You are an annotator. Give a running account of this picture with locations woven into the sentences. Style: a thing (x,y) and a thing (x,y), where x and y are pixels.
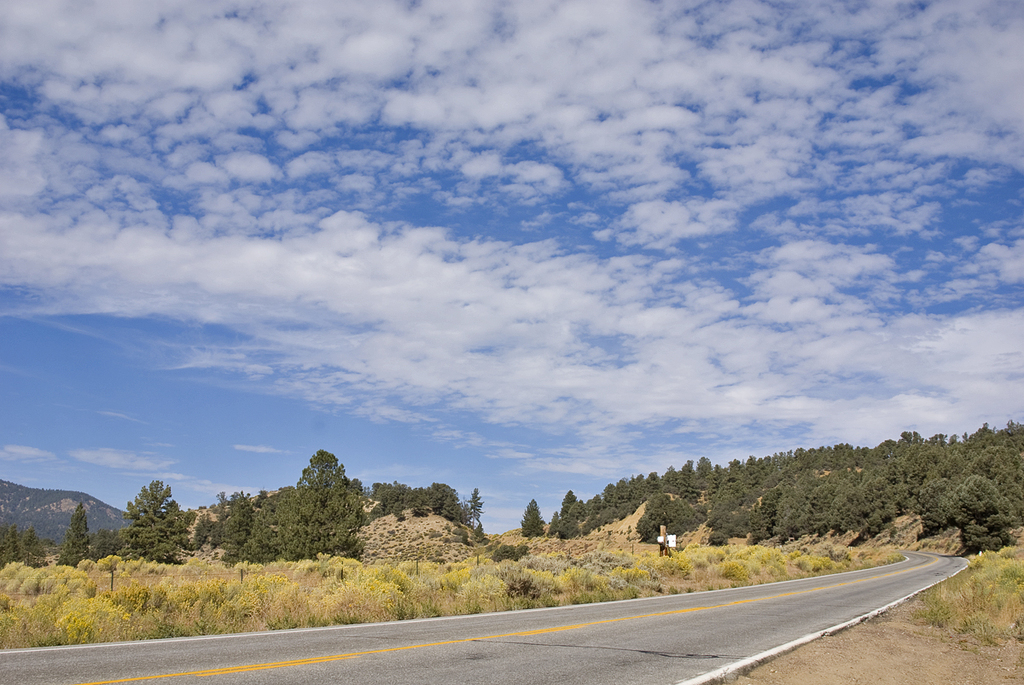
At the bottom (647,627), there is a road (722,668). On both sides of this road (837,576), there are plants (1009,604). In the background (1020,499), there are trees (280,488), mountains (40,493) and there are clouds (678,274) in the sky (381,182).
